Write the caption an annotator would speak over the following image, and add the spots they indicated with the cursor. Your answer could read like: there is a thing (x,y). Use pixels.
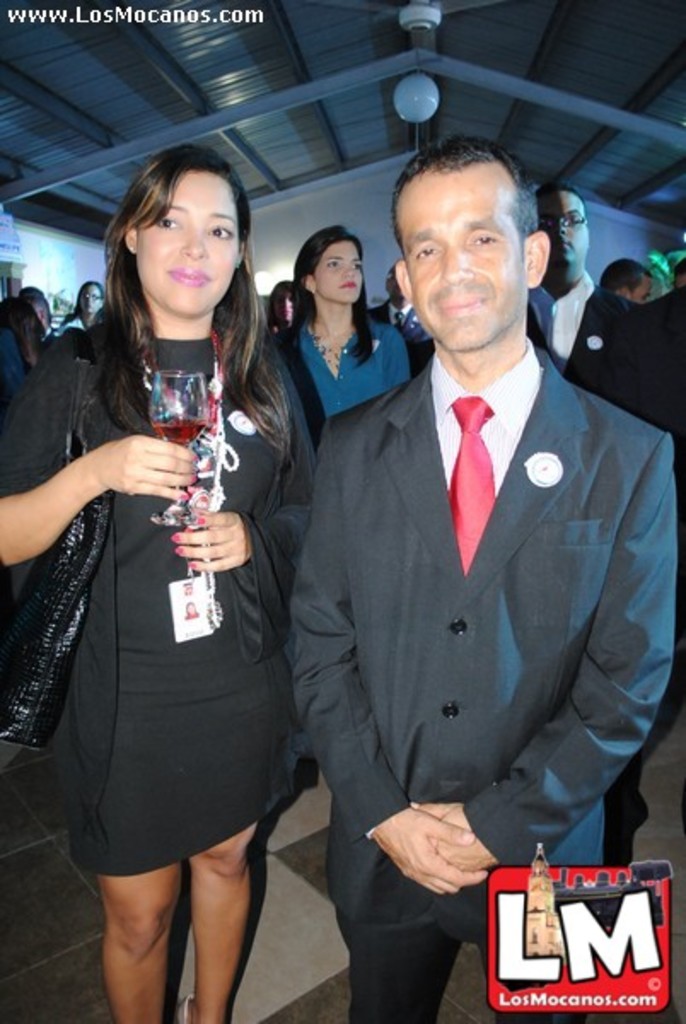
In this image there are two persons (340,548) standing, a person (125,298) holding a wine glass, and in the background (21,365) there are group of people (278,291) standing, fan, lights (434,111), plant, wall (387,209) and there is a watermark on the image.
